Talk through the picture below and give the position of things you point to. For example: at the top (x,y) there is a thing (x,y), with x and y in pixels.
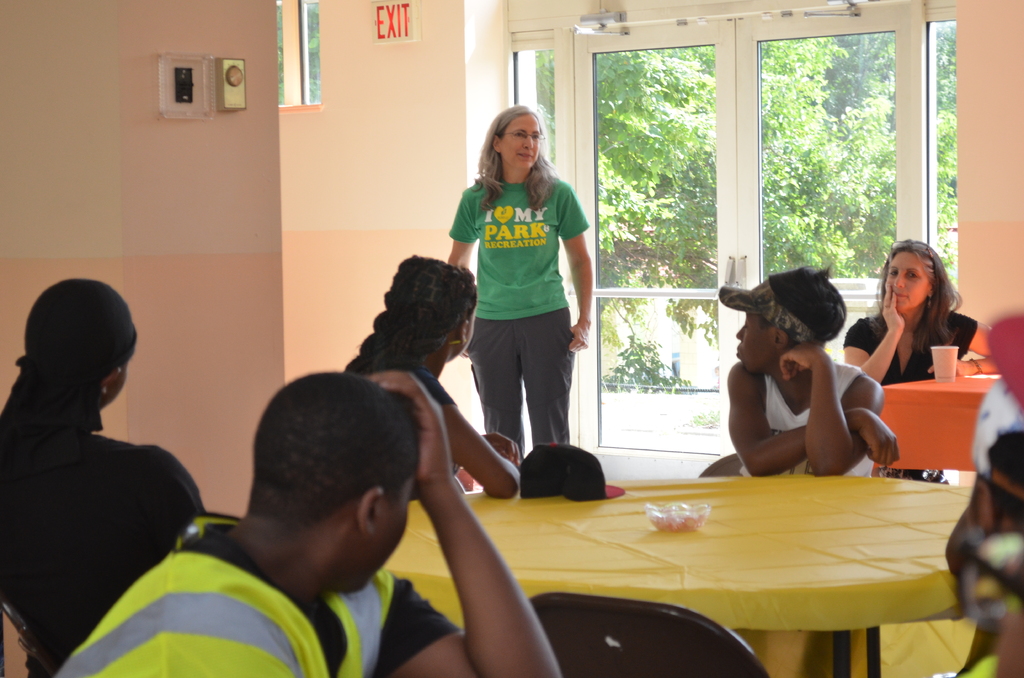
In the image we can see there are people (57,431) who are sitting on chair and a woman (527,173) is standing and people (471,437) are looking at the woman (528,345) and on table (941,387) there is a glass (941,370) and a bowl (668,518).
